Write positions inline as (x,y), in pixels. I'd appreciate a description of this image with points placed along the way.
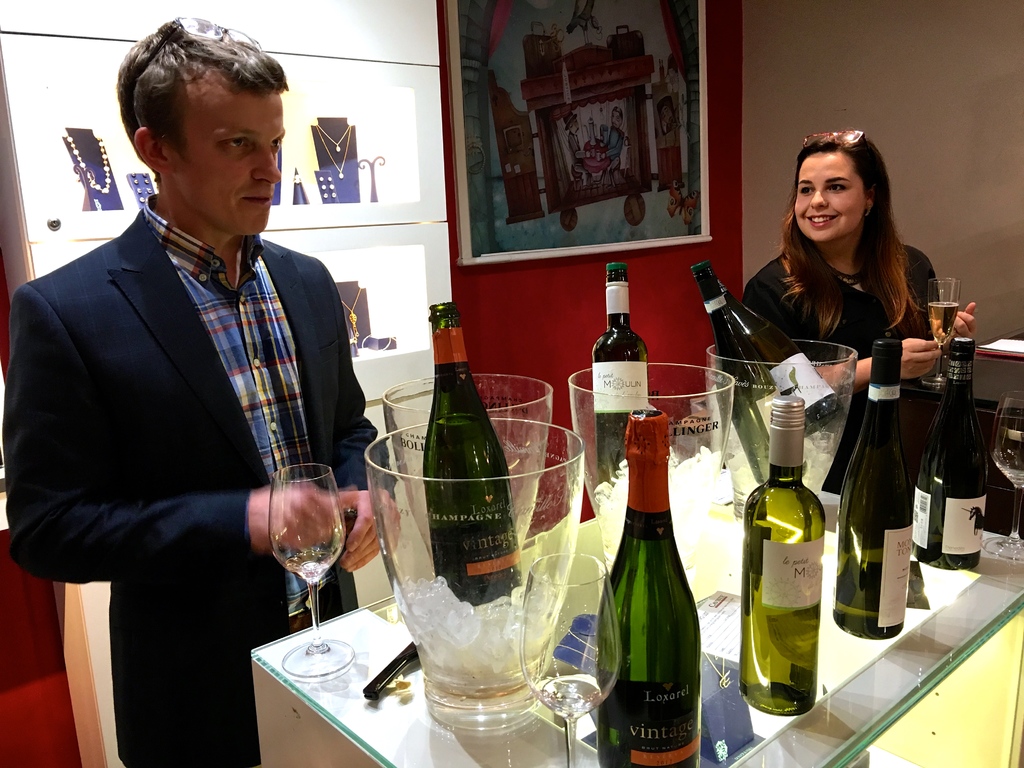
In this picture we can see man (250,400) and woman (826,335) standing and woman (773,293) smiling and in front of them there is table (419,681) and on table (583,760) we can see bottles (769,582), glasses (552,607), ice cubes (511,647) in jar (540,499) and in background (369,131) we can see frame (501,101), showcase (376,259) with jewelry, wall (896,62).
